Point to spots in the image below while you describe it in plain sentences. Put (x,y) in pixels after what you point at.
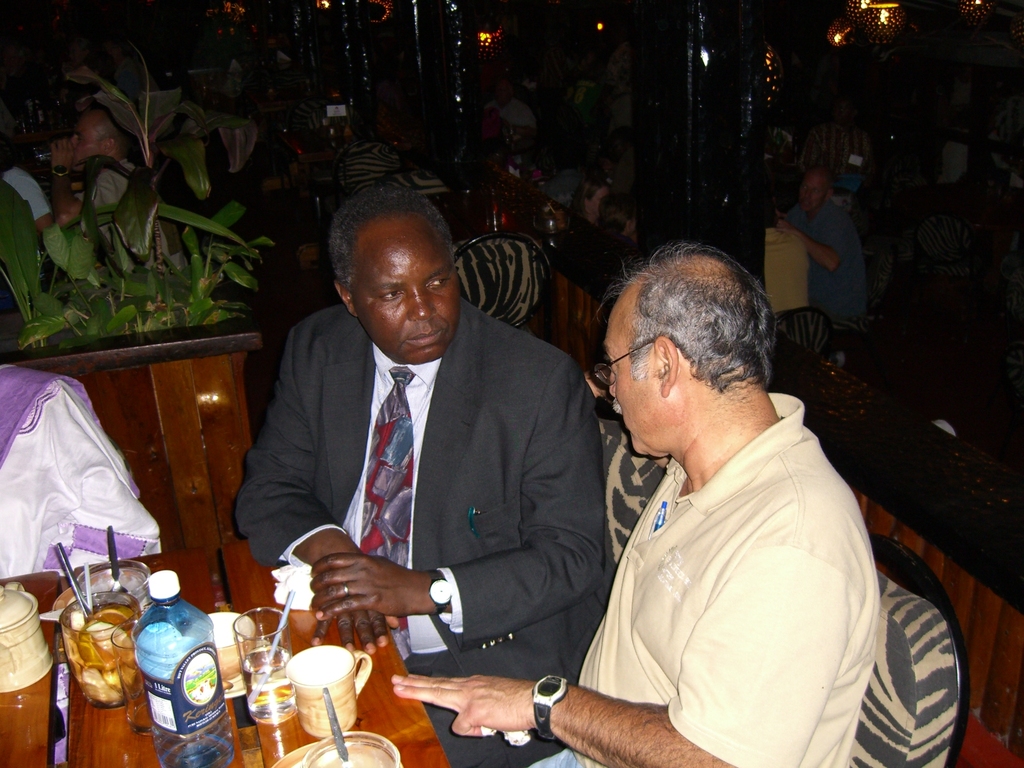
In this picture there are people (695,536) sitting on chairs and we can see bottle (212,724), glasses (83,656), cups (320,733) and objects (31,603) on the table (233,599). We can see plants (144,300). In the background of the image (586,91) it is dark and we can see people (127,87) and lights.
